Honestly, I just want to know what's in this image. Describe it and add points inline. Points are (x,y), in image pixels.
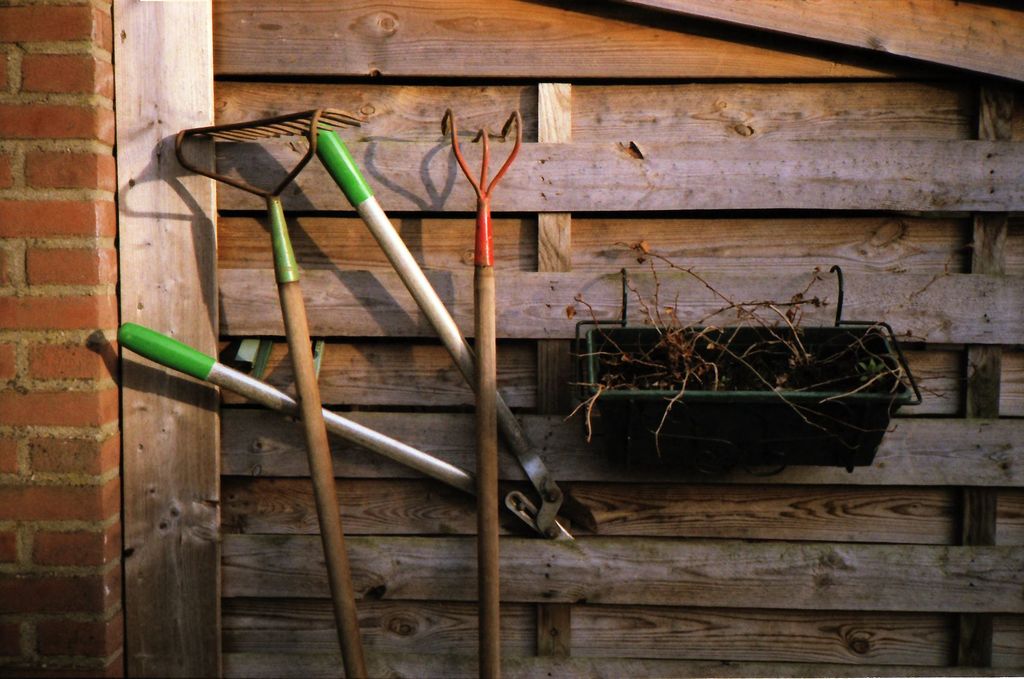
In this picture we can see few tools (391,452), basket (602,344) and wooden wall (598,493).
